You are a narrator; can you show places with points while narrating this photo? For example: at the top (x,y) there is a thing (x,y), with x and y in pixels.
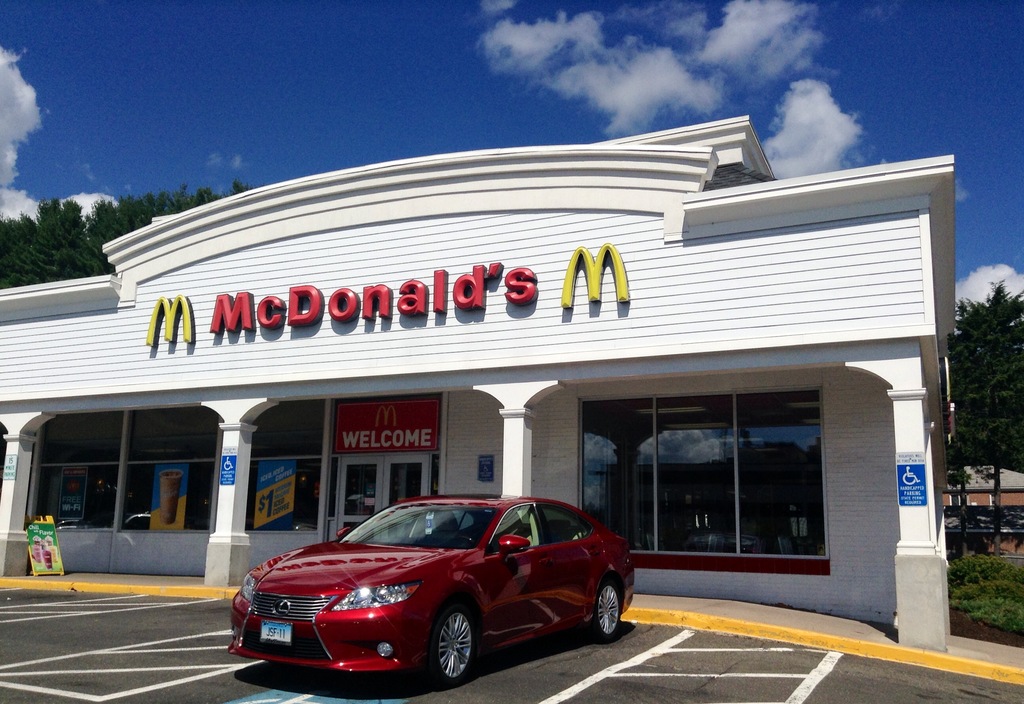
We can see a red car (525,614) on the surface (601,697), behind this car (534,497) we can see building (622,352), pillars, board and glass window (648,456) and we can see posters (160,506) on this glass (193,527). In the background (1020,252) we can see trees (216,196) and sky (38,191) with clouds (97,201).
